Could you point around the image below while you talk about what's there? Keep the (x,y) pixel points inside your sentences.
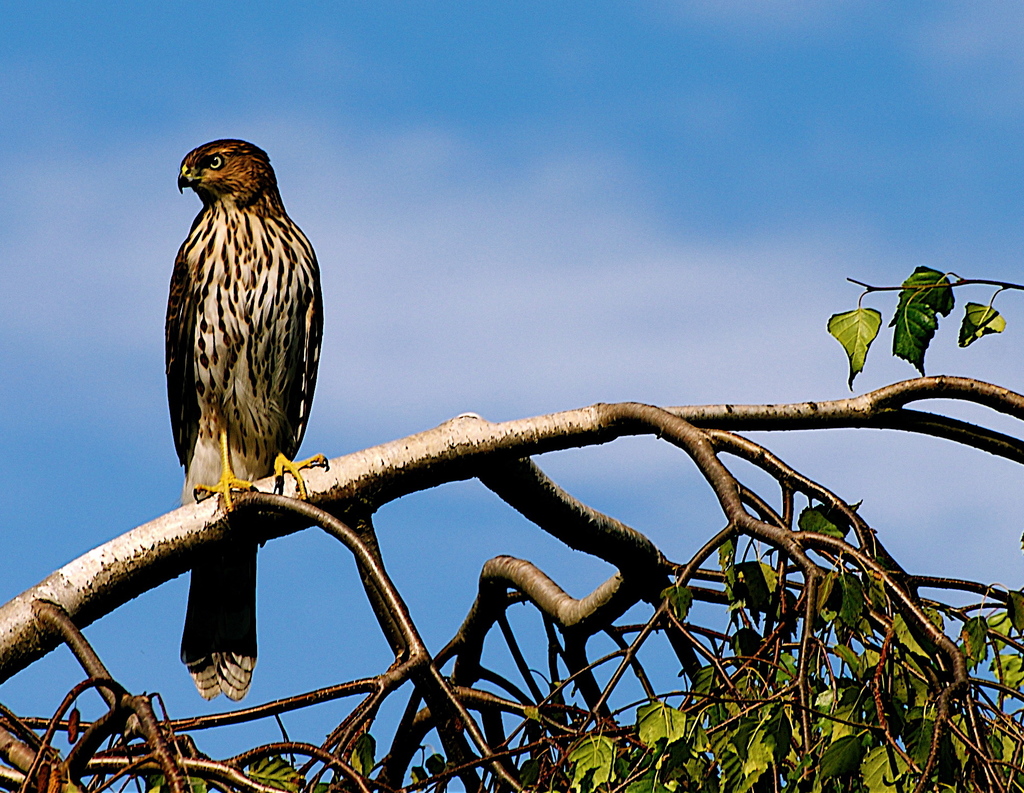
In this image I can see a bird (218,341) in brown and black color standing on the branch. I can also see trees (856,664) in green color, background (621,133) I can see sky (728,135) in blue color.
